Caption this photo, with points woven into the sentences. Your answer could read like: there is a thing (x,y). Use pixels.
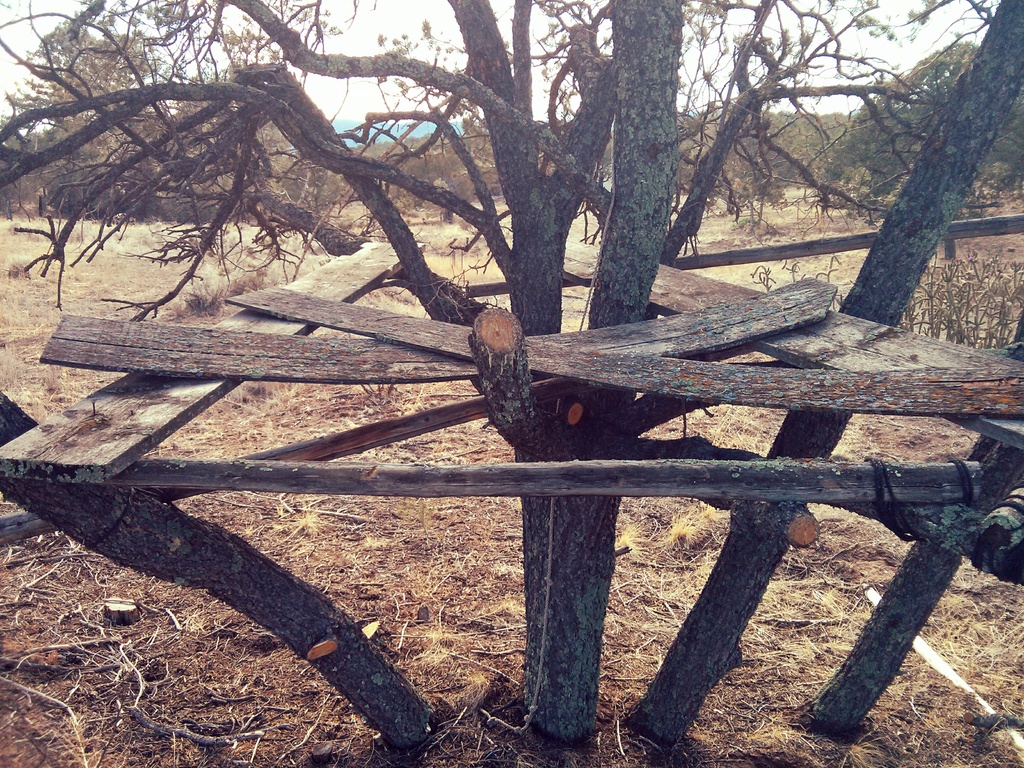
In the foreground of this image (425,378), there are few wooden planks (839,355) on a tree (660,228). In the background (108,268), there is a land (117,268), few trees (439,165) and the sky (420,26).
